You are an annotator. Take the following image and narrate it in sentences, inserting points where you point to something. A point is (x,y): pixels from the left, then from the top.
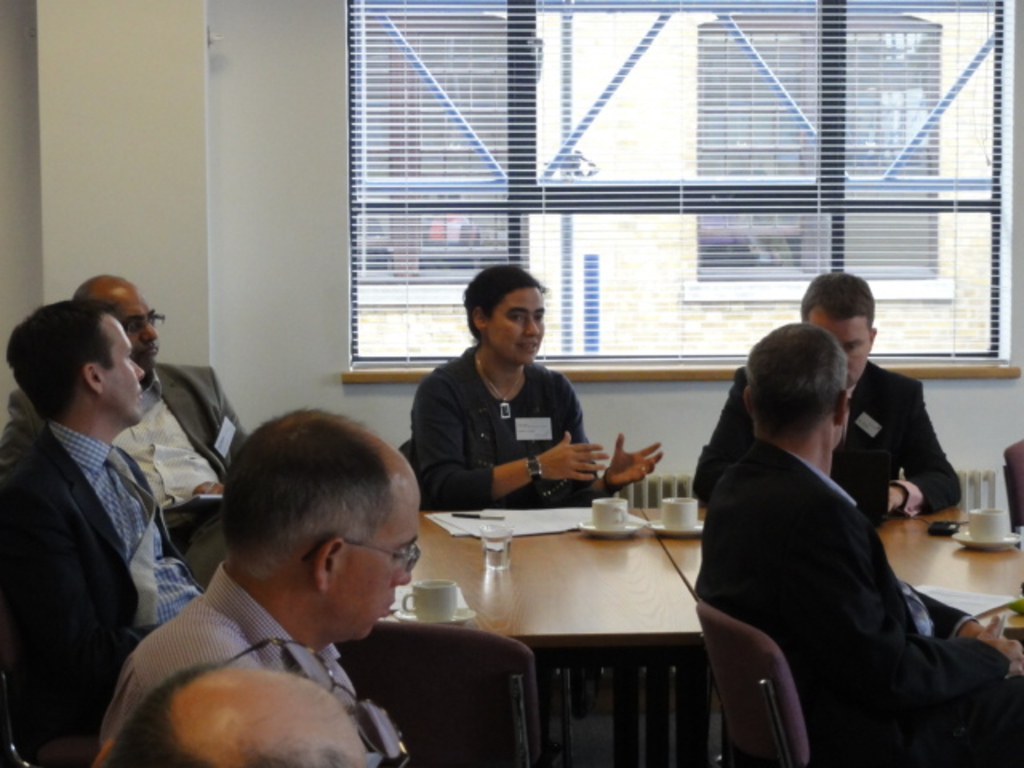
they are group of people (78,630) sitting around a table (573,540) and there are some coffee cups (687,510) and water glasses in it.
